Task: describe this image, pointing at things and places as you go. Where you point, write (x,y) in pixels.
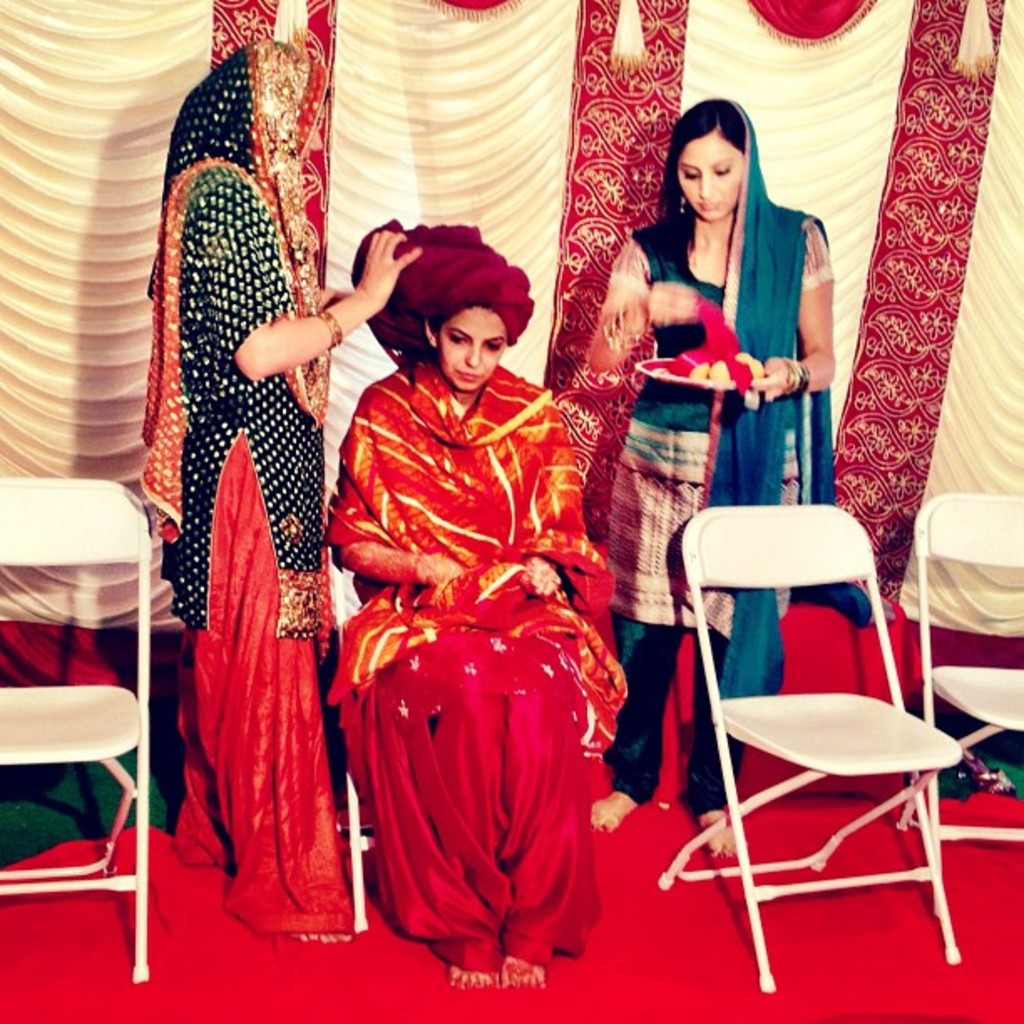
In this image I can see one woman (418,479) sitting on the chair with red cloth (394,306) on her head (498,296) and two woman (702,211) standing. This women (683,483) is holding a tray (738,382) with a red color cloth (696,364) on her hand (754,383). These are the three empty chairs (82,702). This is the red carpet (435,1006) on the floor (668,973). At background (133,208) I can see cloth (470,21) hanging which is cream and maroon in color.
